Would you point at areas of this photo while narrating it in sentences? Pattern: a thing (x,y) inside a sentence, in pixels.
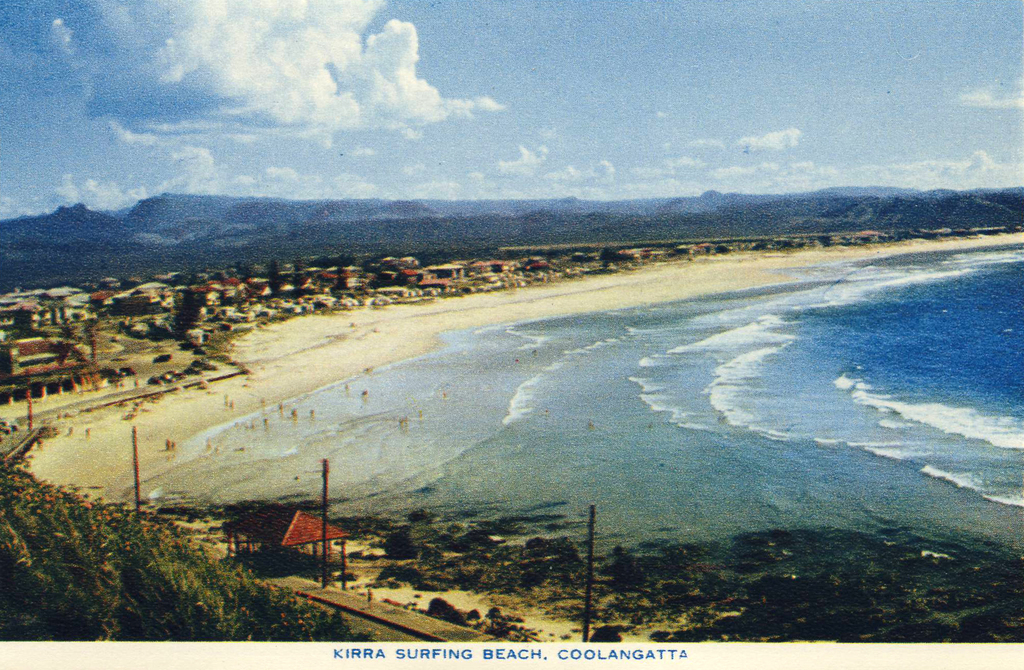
In this image, we can see water (963,250), we can see homes (169,298), there are some mountains (392,231), at the top (530,66) there is a sky (571,66).
